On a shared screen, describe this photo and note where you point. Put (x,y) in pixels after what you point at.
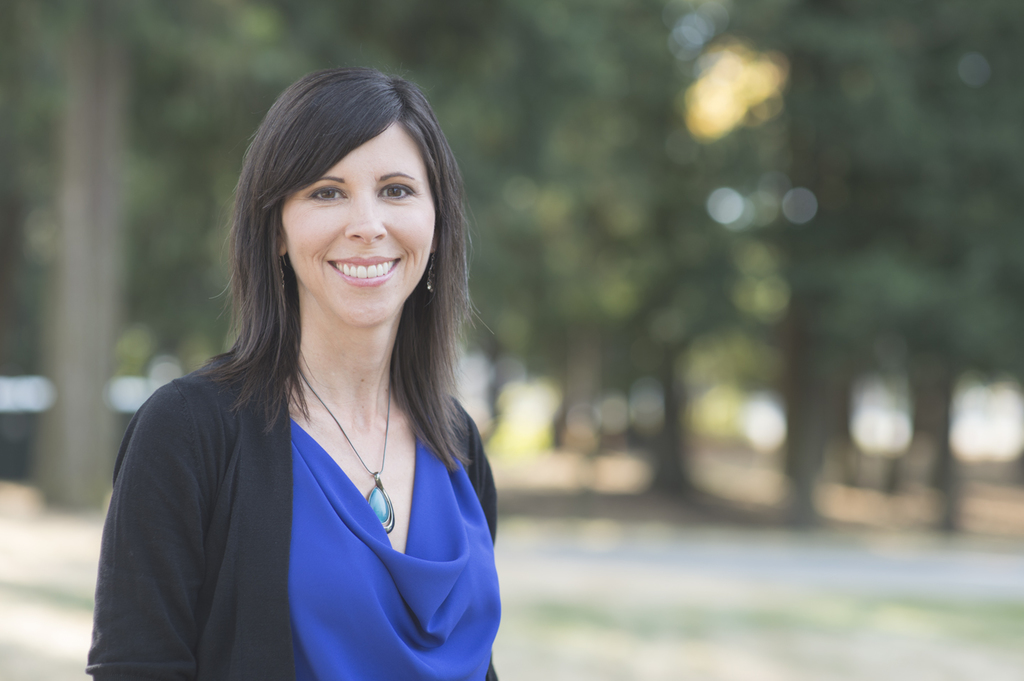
In this picture a woman (402,409) standing with a smile on her face (388,261) and I can see trees (699,247) in the background (648,309).
